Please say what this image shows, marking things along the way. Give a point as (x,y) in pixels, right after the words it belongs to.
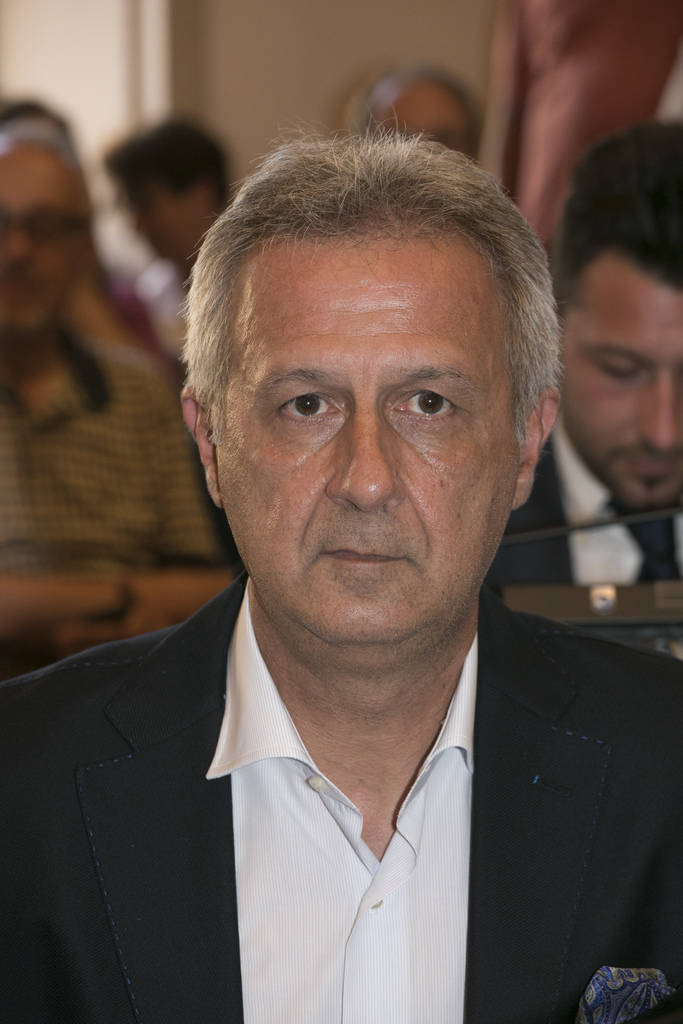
In this image, we can see persons (315,524) wearing clothes (274,692). In the background (415,46), image is blurred.
